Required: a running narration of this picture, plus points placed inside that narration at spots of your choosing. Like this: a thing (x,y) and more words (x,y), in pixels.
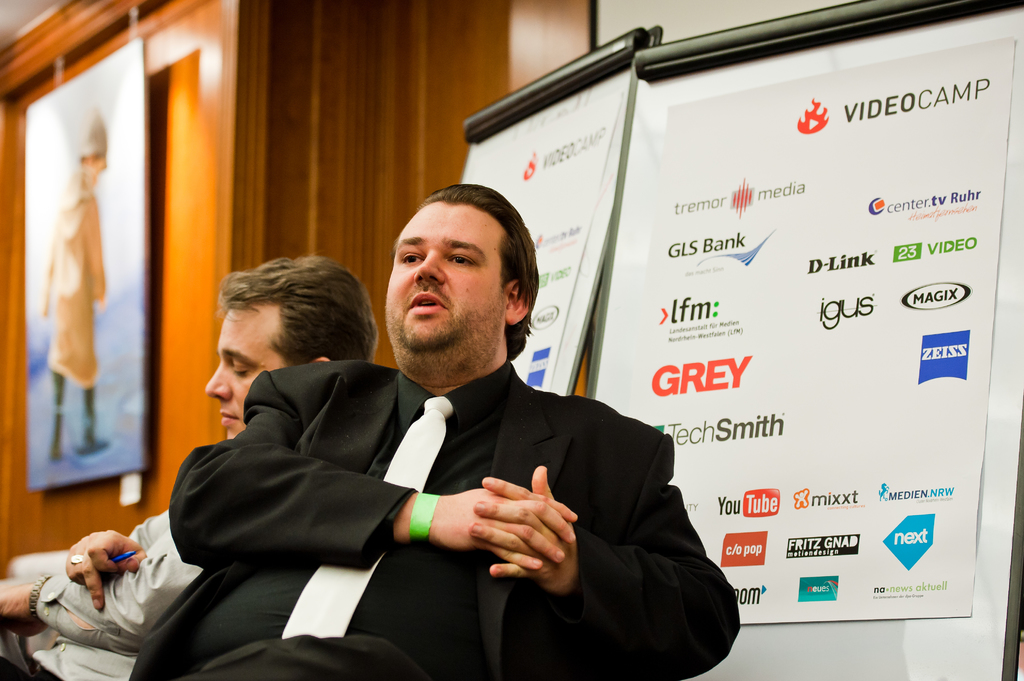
In this image there are two men (244,416) in the middle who are sitting in the chairs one beside the other. Behind them there are two banners (580,198). On the left side (137,162) there is a photo frame (125,85) on the wall (266,110).
